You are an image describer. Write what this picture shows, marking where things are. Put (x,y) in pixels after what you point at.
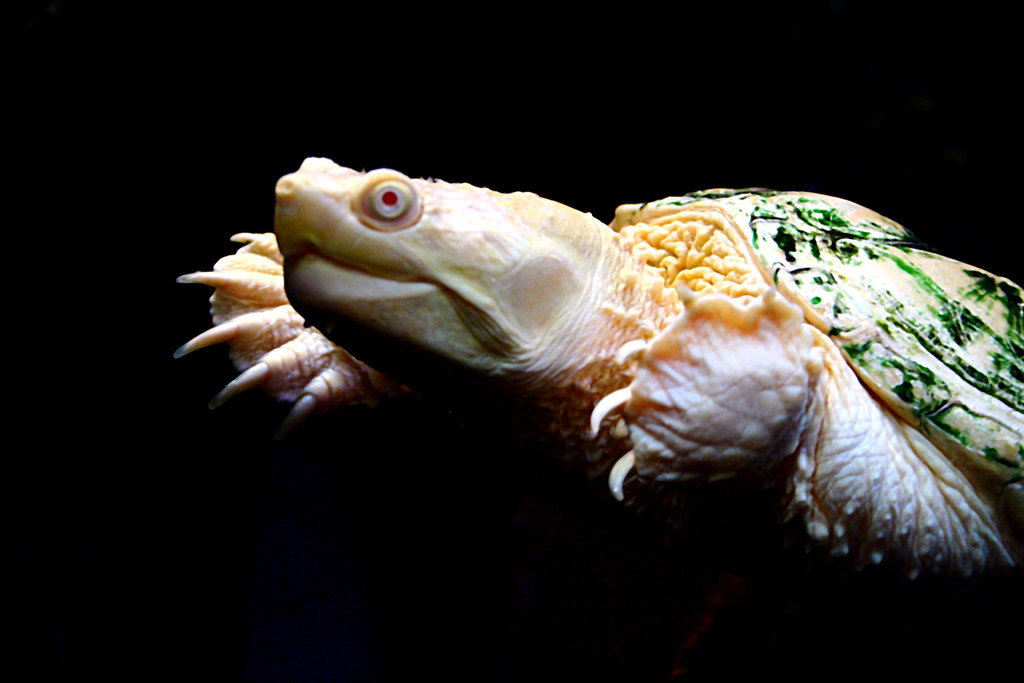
In this picture we can observe a tortoise (536,253) which is in cream and green colors. The background (92,485) is completely dark.
